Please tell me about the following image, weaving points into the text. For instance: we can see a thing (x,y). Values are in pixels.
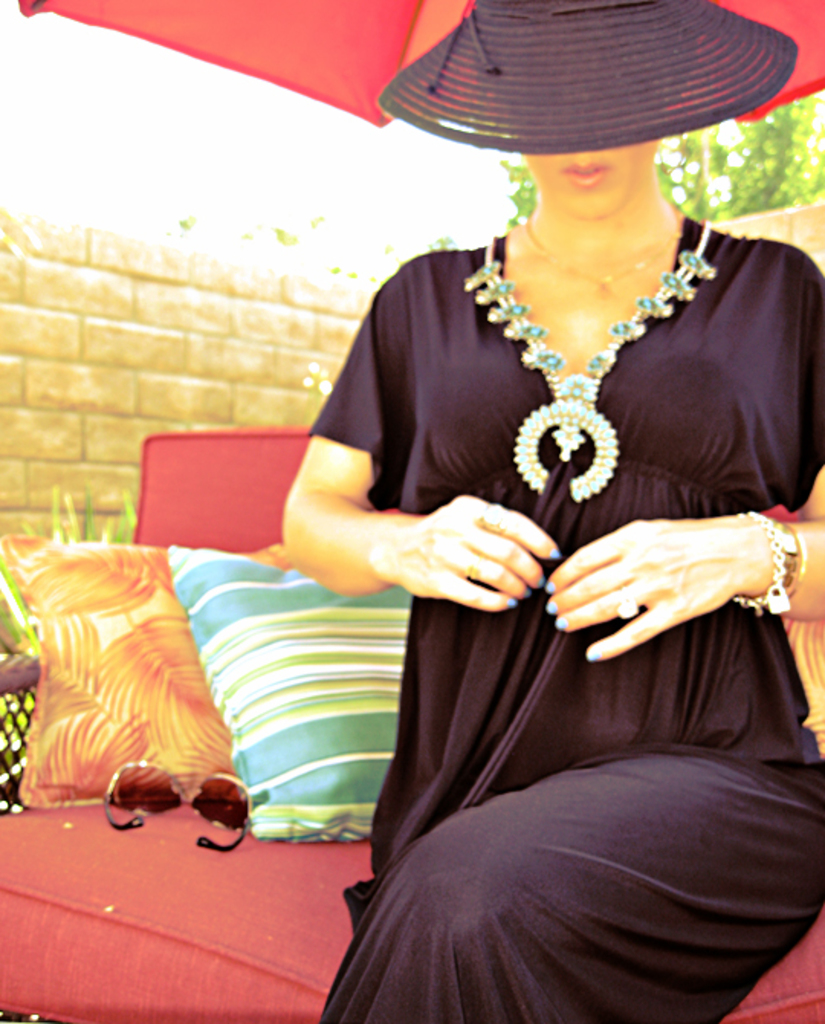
In this image we can see a lady (611,475) sitting on the couch (196,995), and she is wearing a hat (584,110), there are cushions (271,735), and sunglasses (143,788) on the couch (92,832), also we can see the wall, and a plant (800,188).
